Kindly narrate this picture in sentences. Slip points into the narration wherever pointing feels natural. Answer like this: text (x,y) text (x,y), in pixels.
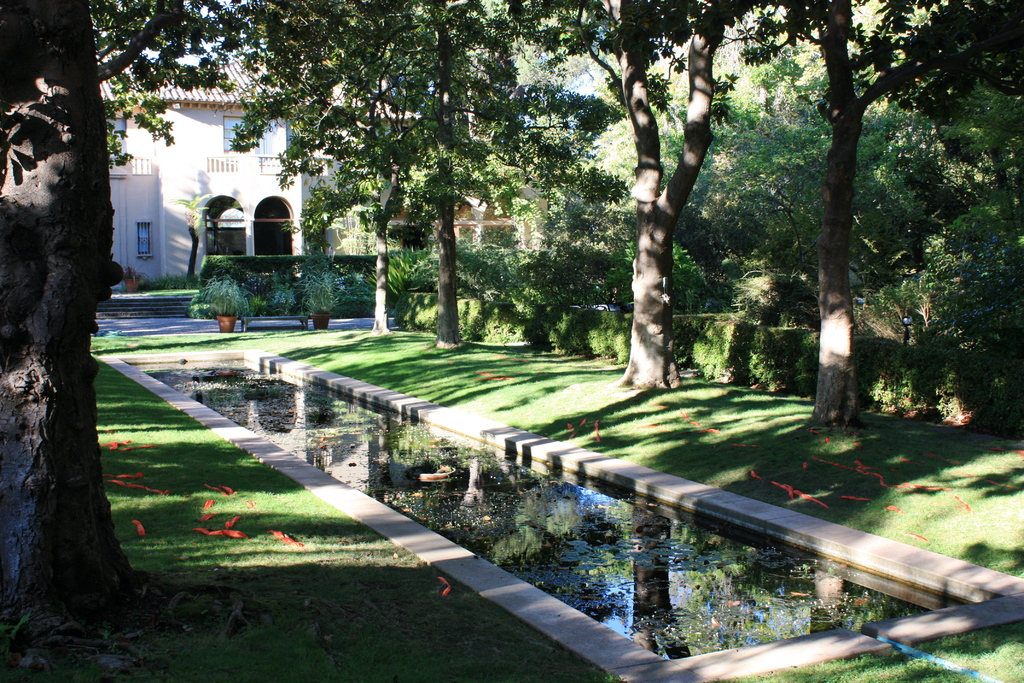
In this image there is water (761,592), plants (701,336), grass (921,528), trees (20,264), building (260,210), staircase (118,304).
